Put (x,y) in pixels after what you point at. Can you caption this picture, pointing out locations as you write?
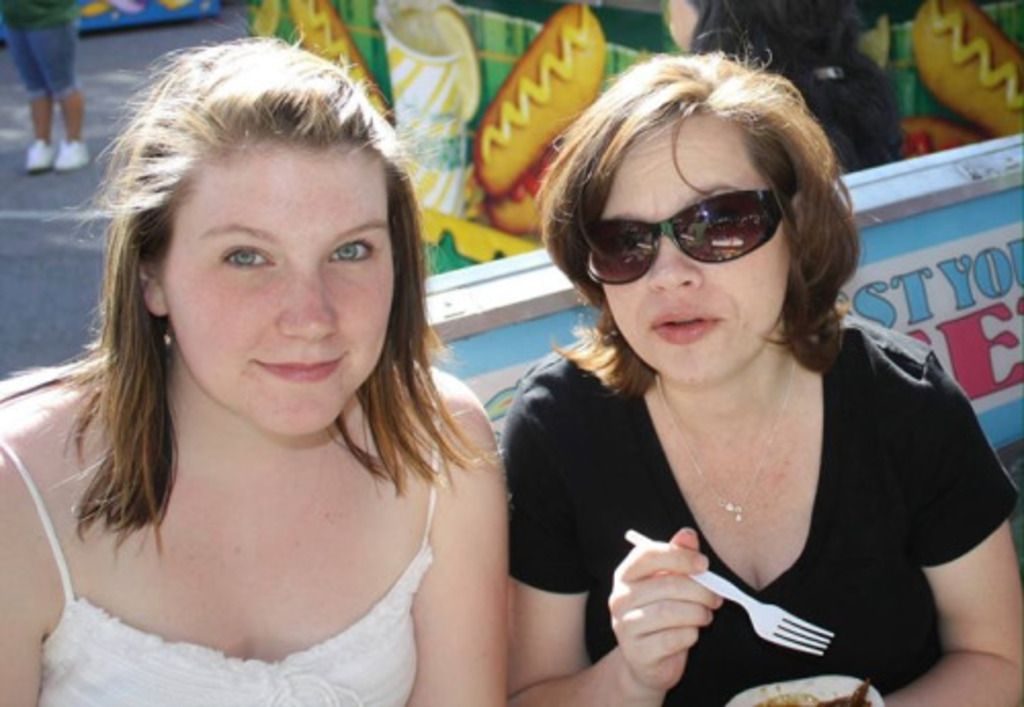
In this image, we can see people (146,486) wearing clothes (66,17). There is a person (770,393) on the right side of the image (954,465) holding a fork (746,597) with her hands (644,598). There are boards (506,275) in the middle of the image (480,351).
